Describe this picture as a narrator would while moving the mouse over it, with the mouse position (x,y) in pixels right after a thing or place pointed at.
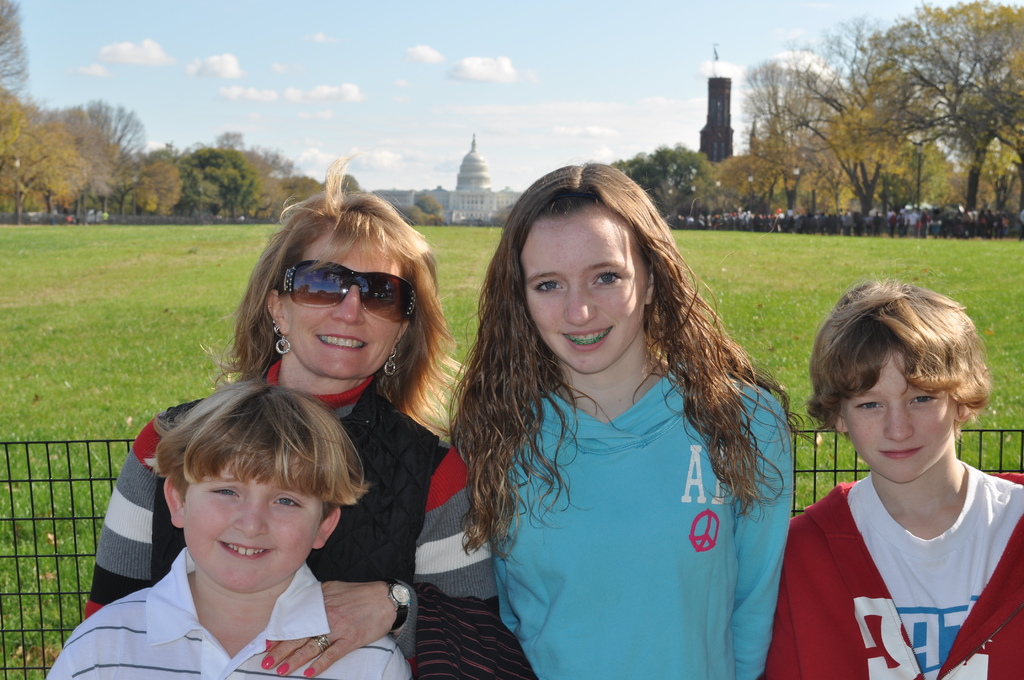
In front of the image there are four persons (588,482) standing. There is a lady (370,365) with goggles (350,286). Behind them there is mesh fencing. Behind the mesh fencing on the ground (247,230) there is grass (66,246). In the background (56,200) there are many trees (67,194) and also there is a building (497,190). At the top of the image (527,90) there is sky (486,49) with clouds (472,69).
